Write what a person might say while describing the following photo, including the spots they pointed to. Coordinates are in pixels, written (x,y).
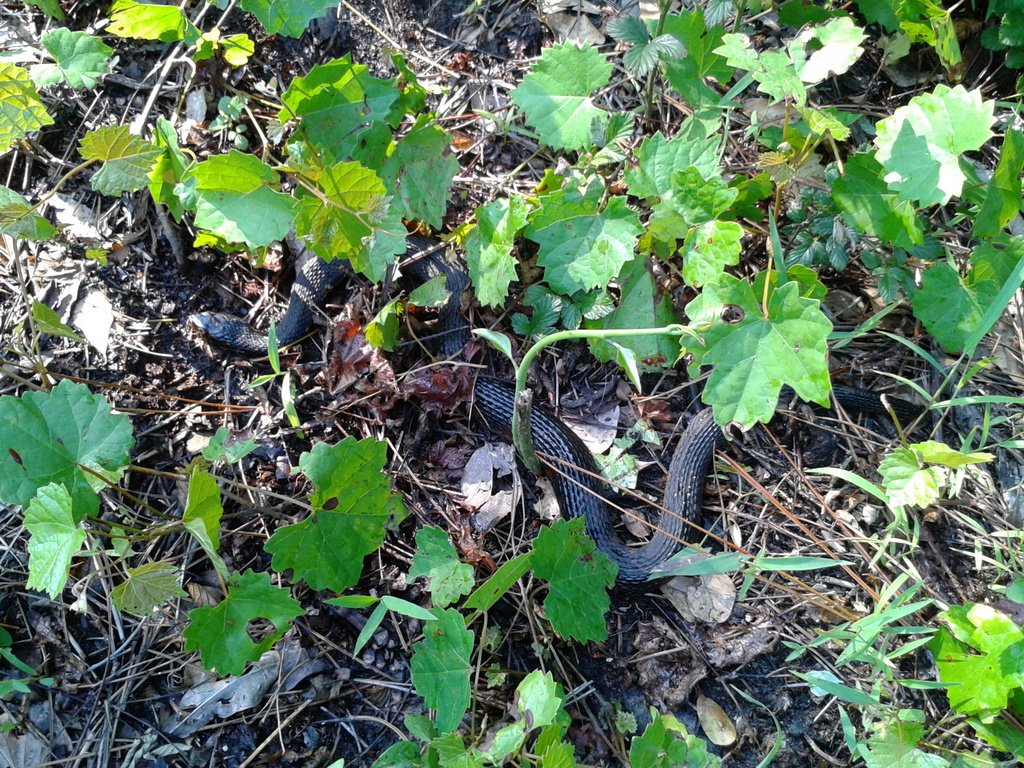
In this picture we can see a snake (225,325) on the ground (377,582), here we can see leaves (1008,182), some sticks (820,417).
